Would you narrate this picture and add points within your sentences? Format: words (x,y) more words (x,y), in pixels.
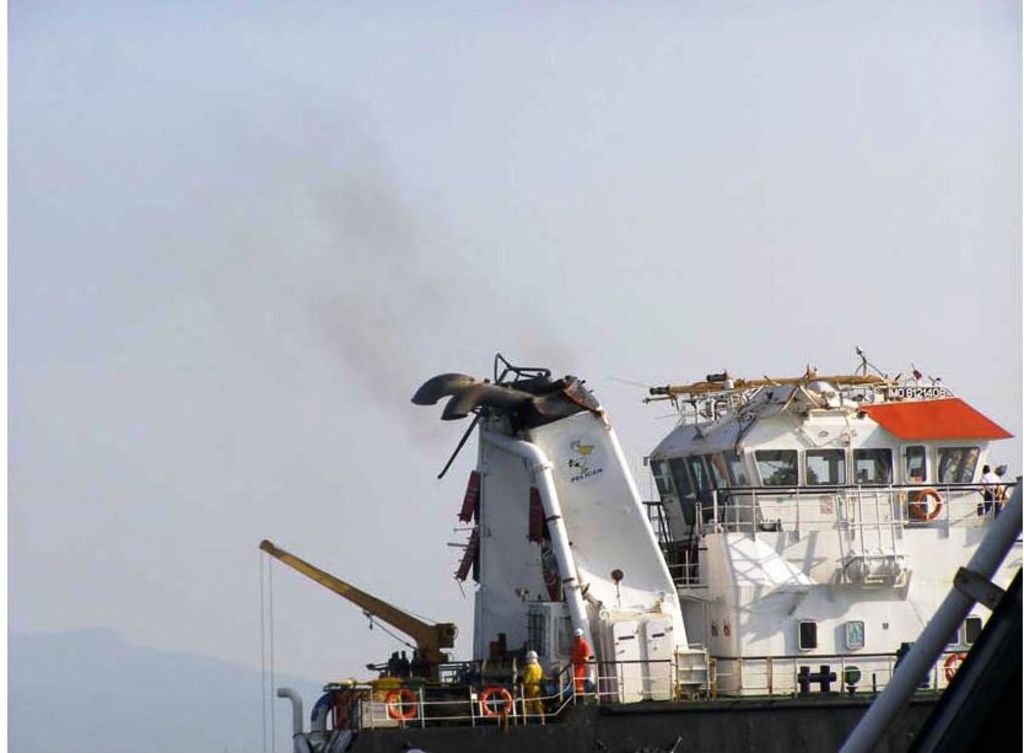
In this image there is a big ship (563,673) on which we can see there are so many people (532,702) standing also there are some other objects (497,699).
